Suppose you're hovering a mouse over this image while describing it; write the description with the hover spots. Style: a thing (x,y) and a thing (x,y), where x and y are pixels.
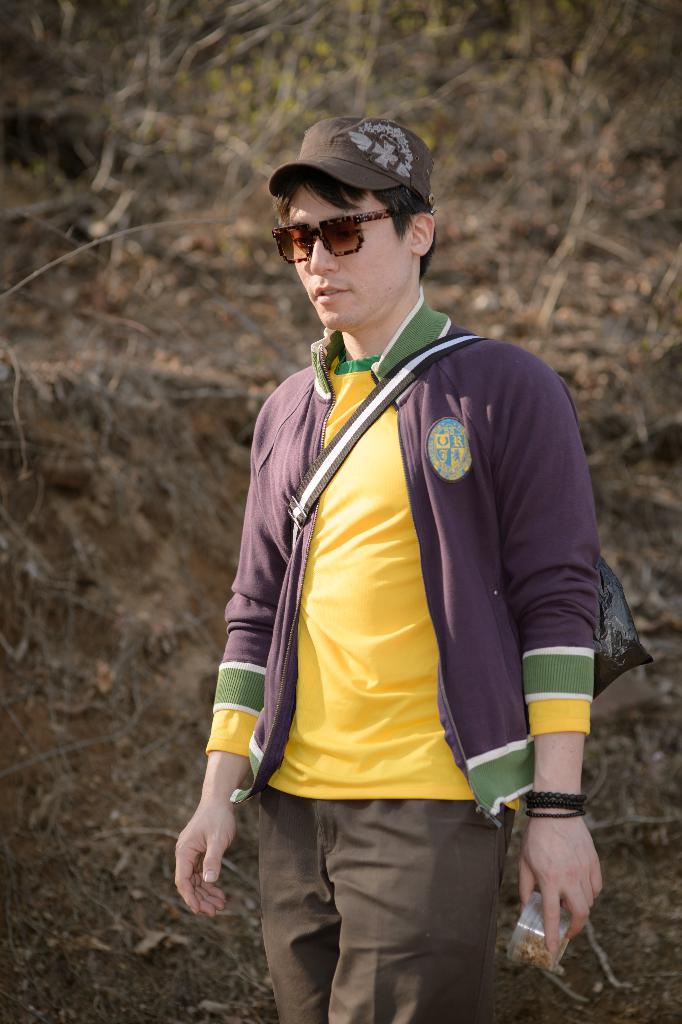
This picture is clicked outside. In the foreground (439,323) there is a person (324,220) wearing yellow color t-shirt (387,489), sling bag (371,392), cap (361,184) and holding an object (527,938) and standing. In the background (167,192) we can see the dry stems (153,110) and the ground (98,655).
